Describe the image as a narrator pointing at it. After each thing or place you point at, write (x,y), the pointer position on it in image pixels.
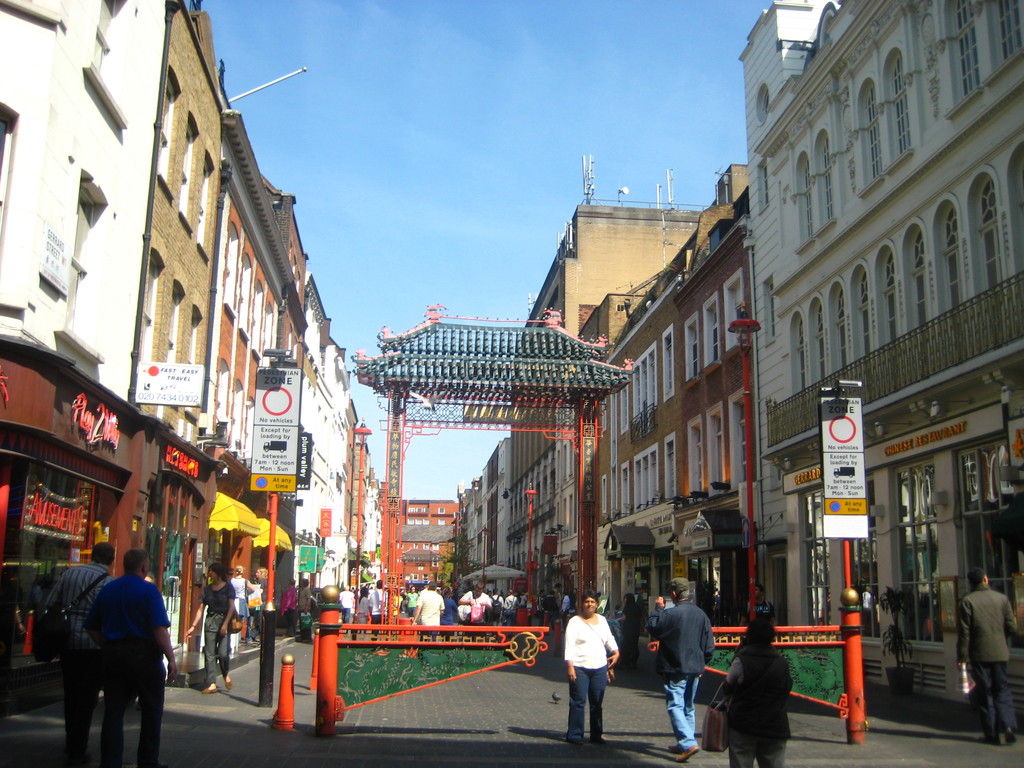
In this image we can see a road (474,727). Also there are many people (349,596). Some are holding bags (41,641). On the sides there are buildings (711,219) with arches (997,212) and windows (688,364). Also there are name boards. And there are sign boards (838,430) with poles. And there is an entrance gate (476,641). In the back (436,364) there is an arch (476,412). In the background (453,178) there is sky (446,135).
